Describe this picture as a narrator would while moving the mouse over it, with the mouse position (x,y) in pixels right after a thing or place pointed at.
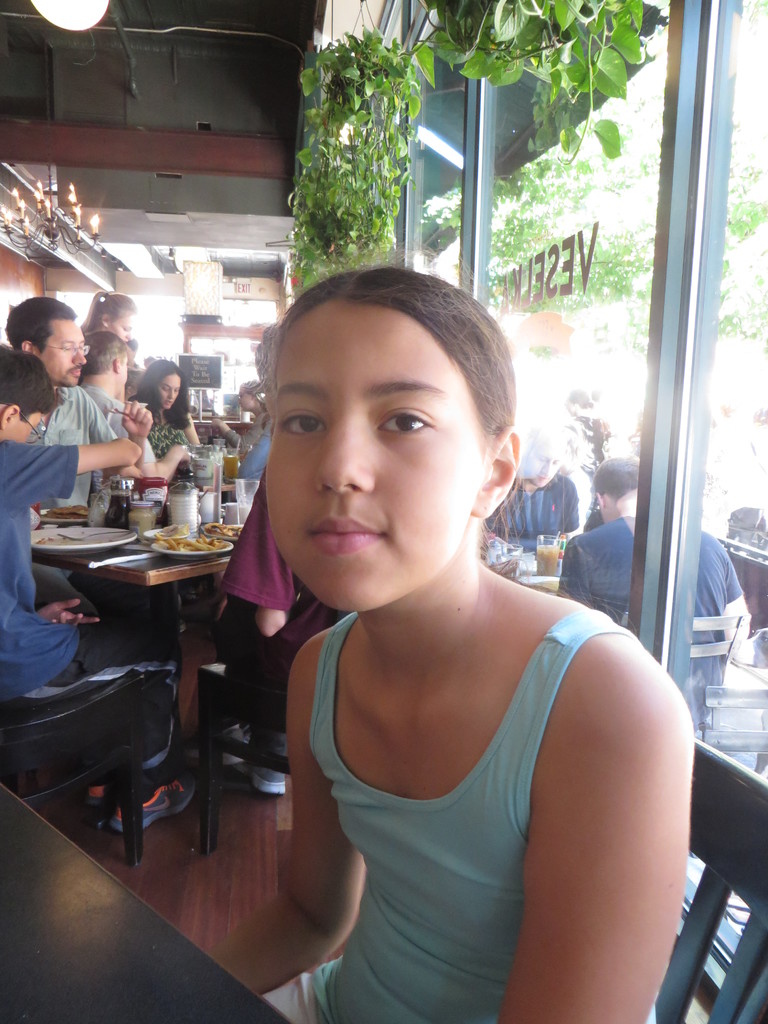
In this picture we see many people (326,582). They are sitting on chairs (102,773) behind a table (154,589). They are looking like eating items (179,531) present on tables (45,559). It looks like a restaurant (81,235).
